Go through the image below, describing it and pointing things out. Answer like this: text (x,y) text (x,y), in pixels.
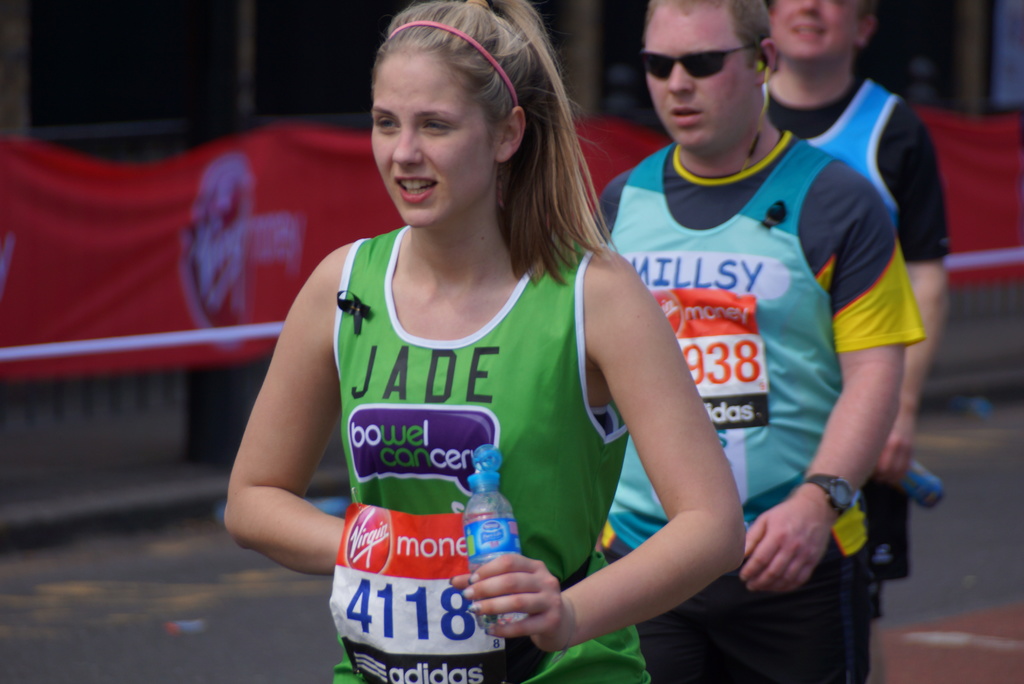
In this image we can see a woman (590,342) holding the bottle (481,450). In the background (686,179) we can see a man (694,229) wearing the glasses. There is also another person (850,134) holding the bottle (920,493). We can see the road (958,521), fence (148,394) and also the red color banner (211,190) with the logo (248,211).
